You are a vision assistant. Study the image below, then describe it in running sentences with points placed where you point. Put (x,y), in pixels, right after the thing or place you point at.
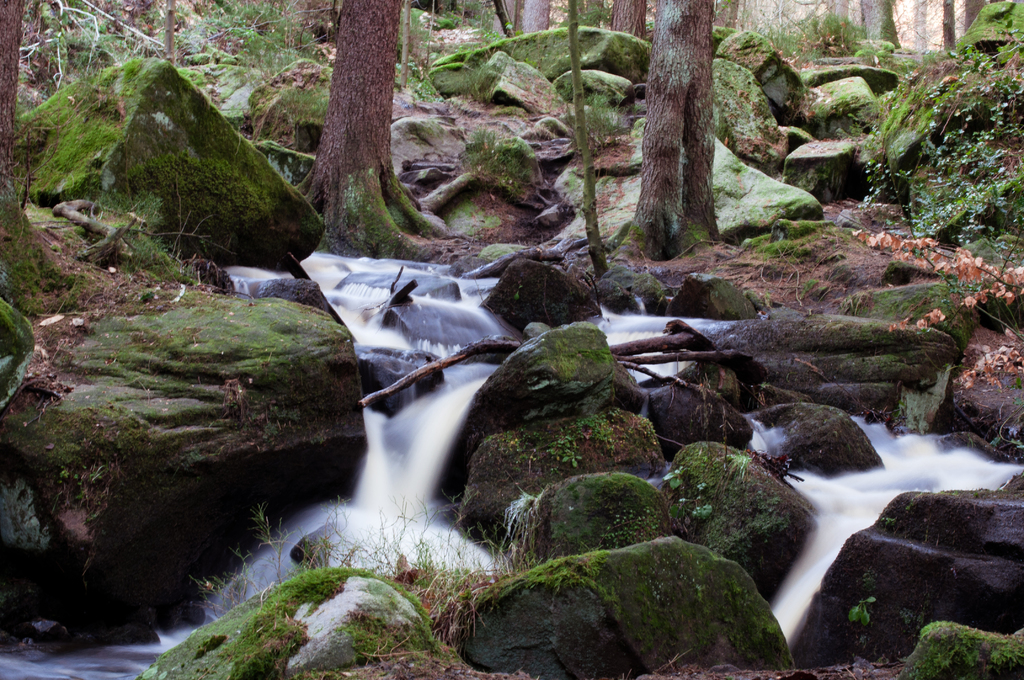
In this image at the bottom (211,512) there is a water fall (831,522) and some rocks (411,335), in the background (376,93) there are some rocks (870,104) and trees (648,138) and grass (492,157).
